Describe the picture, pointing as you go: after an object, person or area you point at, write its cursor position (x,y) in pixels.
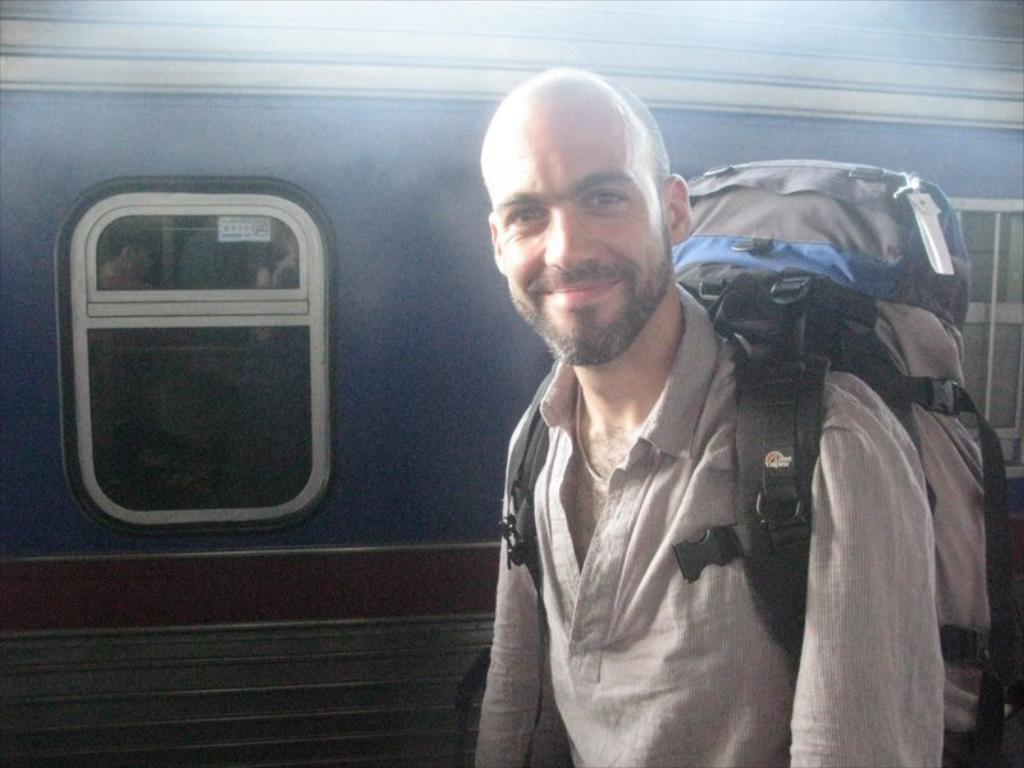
In this image we can see a man (715,715) standing in front of the train (401,377) and wearing a backpack (948,638).
